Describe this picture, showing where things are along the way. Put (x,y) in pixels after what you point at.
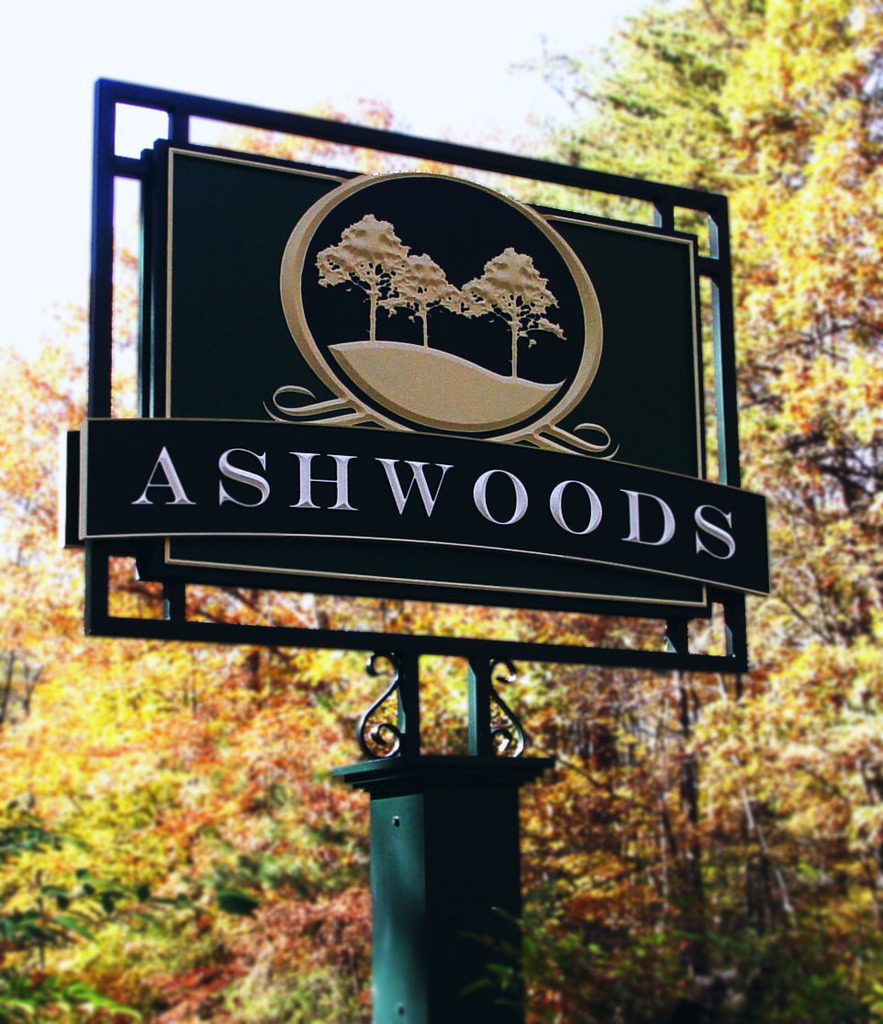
In this picture we can see board (285,513) to the pillar (456,804), behind we can see some trees (554,983).
